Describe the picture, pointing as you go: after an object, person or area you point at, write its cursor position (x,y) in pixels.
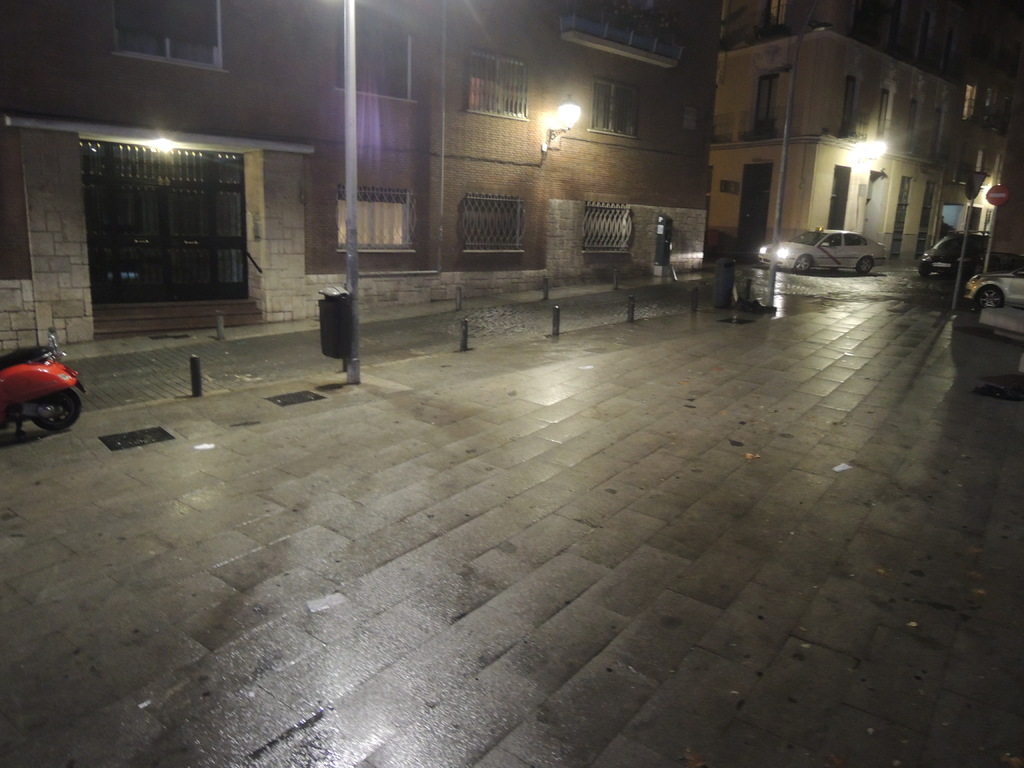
In this picture we can see many buildings (816,190). On the left (60,413) there is a scooter (51,370) which is parked in front of the gate (142,271). Beside the road (877,277) we can see the street lights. On the right (986,253) there are three cars (1010,289) on the road (914,266). On the building (696,66) we can see the windows (591,219), doors (156,277) and lights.
